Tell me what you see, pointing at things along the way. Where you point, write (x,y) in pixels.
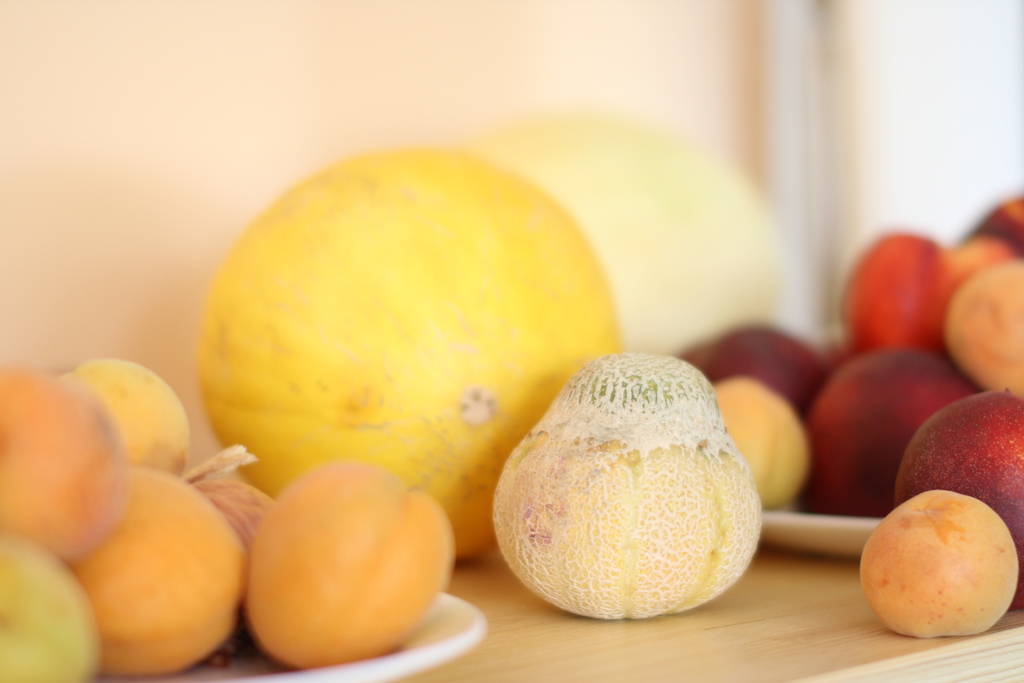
There is a wooden table (686,632). On that there are fruits (696,531). Also there are trays (431,622) on the table (791,558). On the trays (795,545) there are fruits (734,407).
